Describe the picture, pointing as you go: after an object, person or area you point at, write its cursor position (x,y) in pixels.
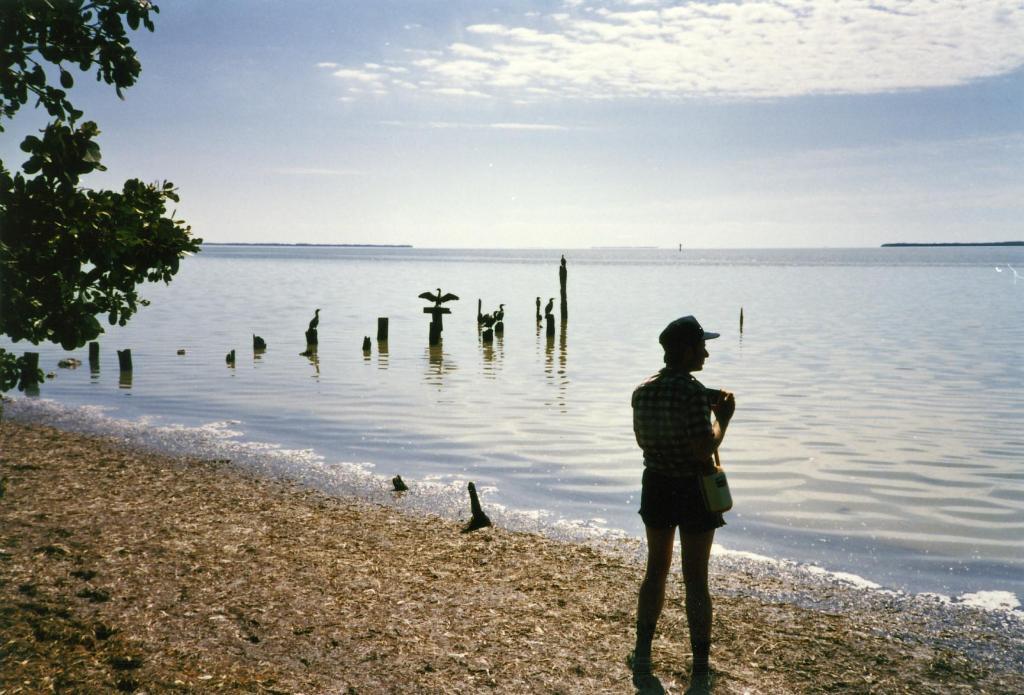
In this image in the front (687,494) there is a man (655,491) standing. On the left side (87,250) there are leaves (69,268). In the background (619,326) there is water (527,336) and there are birds (484,318) and the sky (607,44) is cloudy.
